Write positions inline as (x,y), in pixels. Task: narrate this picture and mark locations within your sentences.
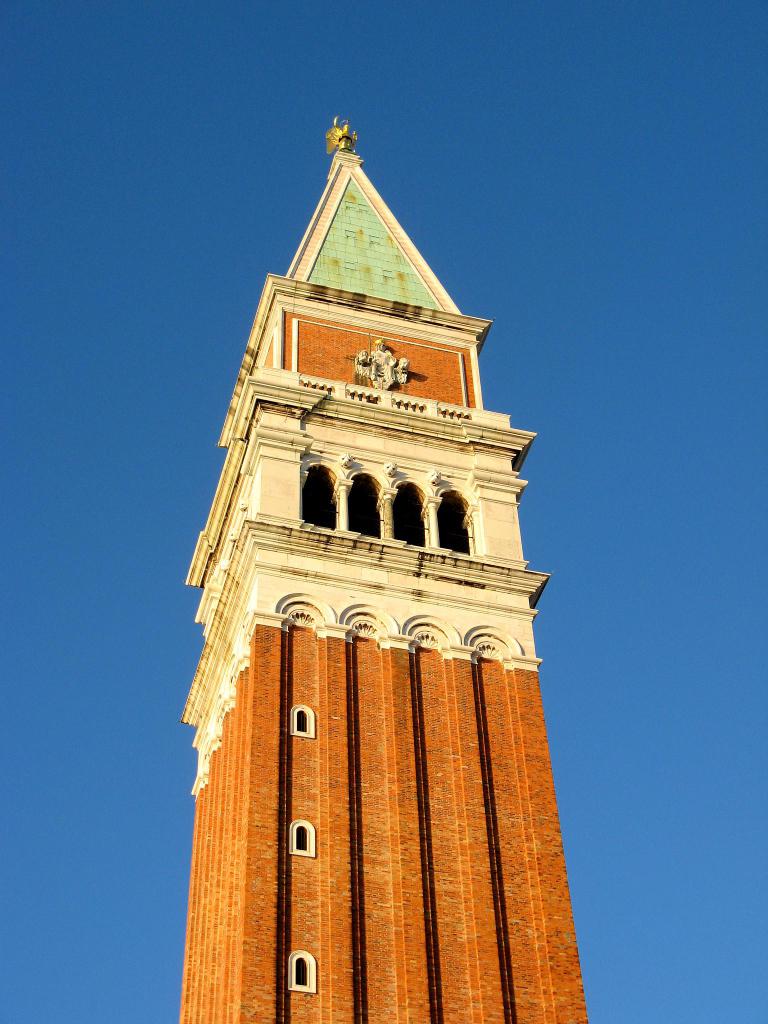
In this picture, we see the bell tower (357,528). It is in white and brown color. In the background (177,232), we see the sky (588,480), which is blue in color.
